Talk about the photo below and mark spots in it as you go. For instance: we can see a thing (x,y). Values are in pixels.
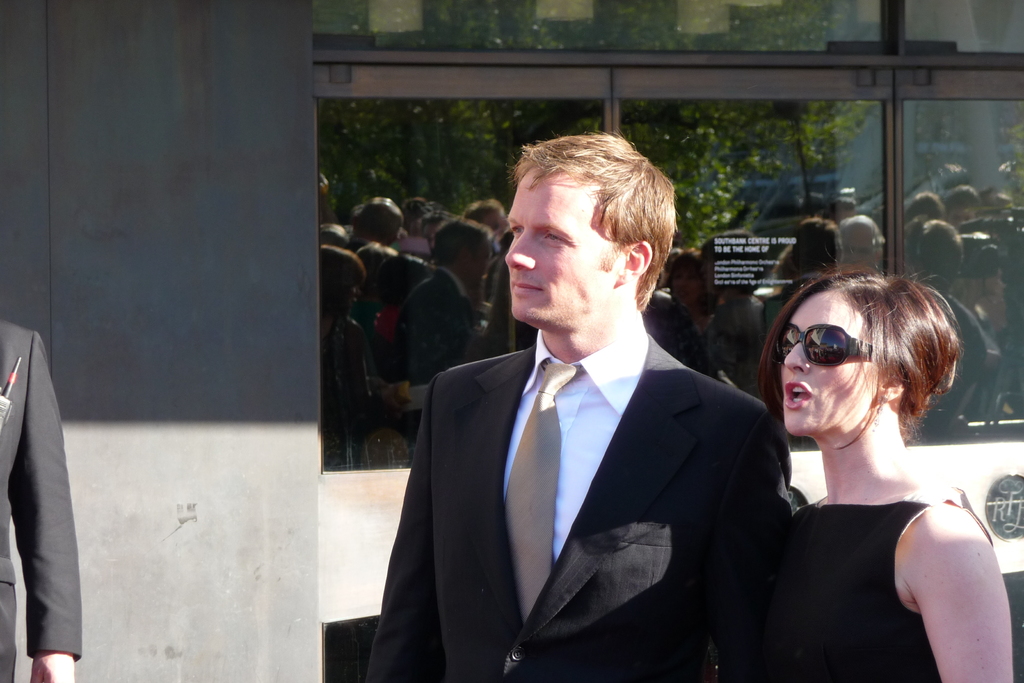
In this image, we can see a woman (873,595) and man (629,531). Here we can see a woman (785,399) wearing a goggles (826,351). Background (250,349) there is a wall (187,324), glass windows (933,257). Left side of the image (59,671), we can see a human hand (63,659) and some object (9,406). On the glass (484,298), we can see a group of people (410,382) are reflecting. Here we can see a tree (660,139).
